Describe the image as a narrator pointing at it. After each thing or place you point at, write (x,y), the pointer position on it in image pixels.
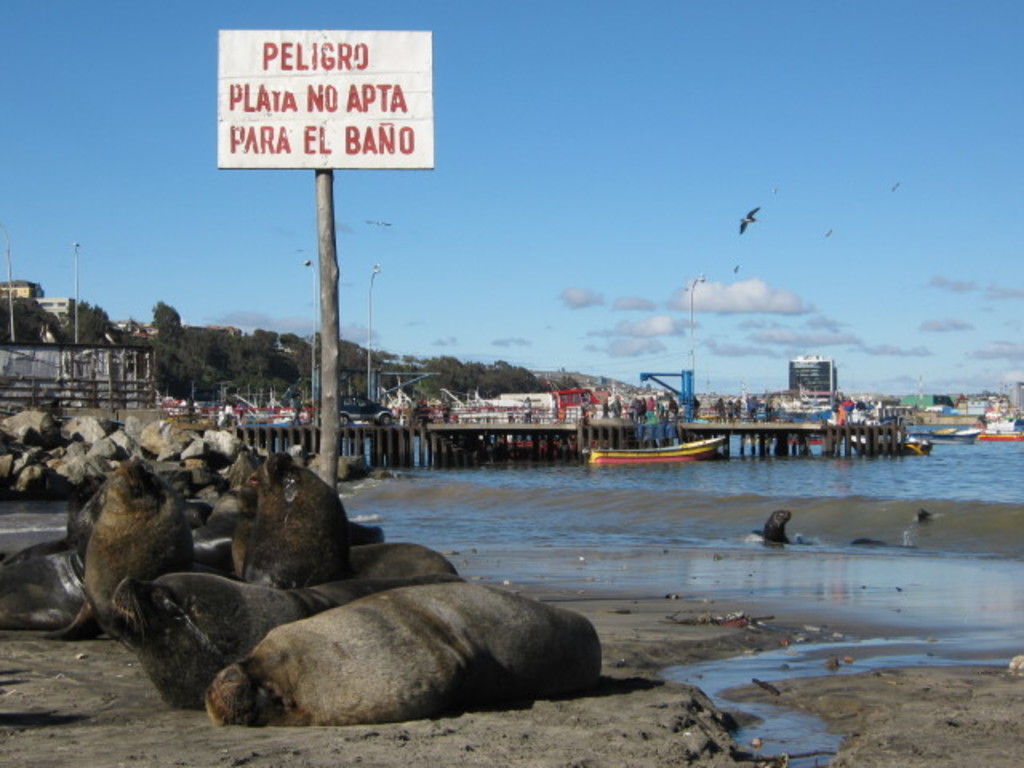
In the image we can see there are aquatic animals (359,620) standing on the sand (612,710) and behind there are buildings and trees (478,370). There are birds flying in the sky (381,253).
